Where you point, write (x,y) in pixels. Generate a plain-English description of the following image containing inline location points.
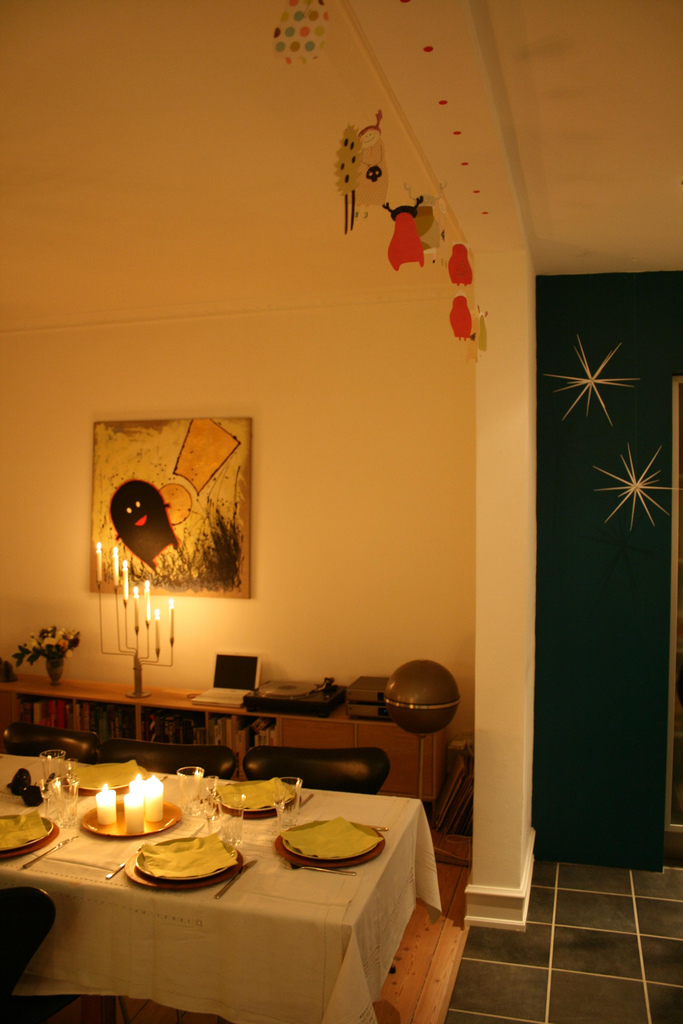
This is the picture of a room (347,574). On the left side of the image (222,809) there are plates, glasses (45,784), candles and knives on the table (271,865) and the table (308,895) is covered with white color cloth (295,1011) and there are chairs (46,915). At the back (18,664) there is a laptop (205,701) and there are devices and there is a flower vase (42,652) and there are candles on the table (150,701). There is a frame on the wall (314,357). On the right side of the image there are objects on the wall (644,657). At the top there is a decoration (295,2). At the bottom (519,997) there are tiles (562,992).
